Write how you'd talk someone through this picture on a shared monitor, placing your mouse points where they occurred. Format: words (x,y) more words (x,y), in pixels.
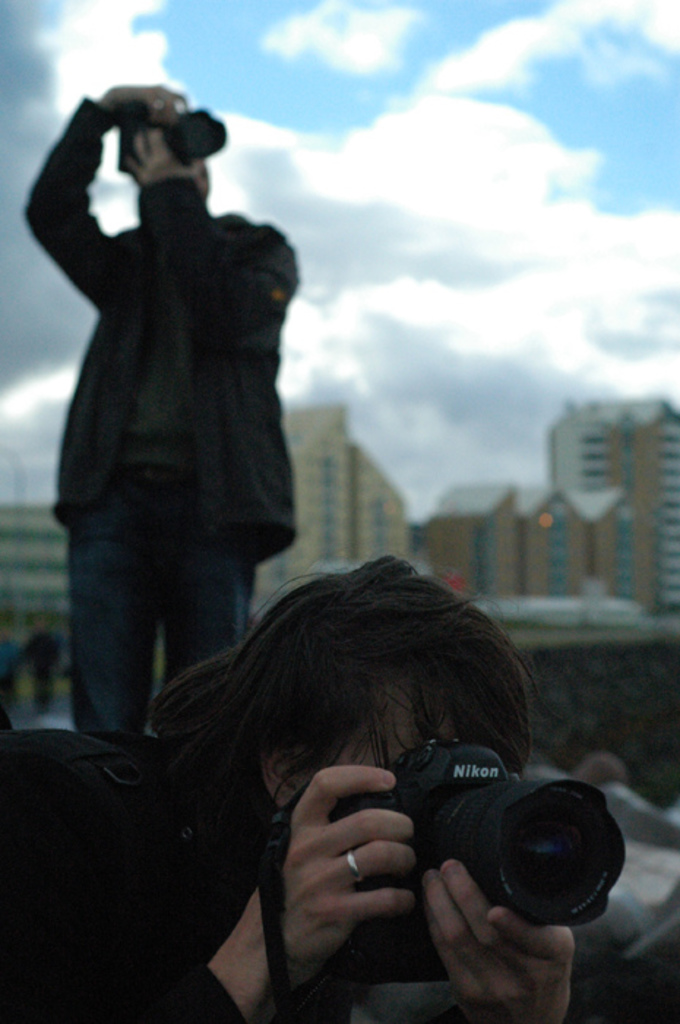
In this image there are two person (327,739) the man (88,251) is standing. And the climate looks cloudy. In the background (492,497) there are tall buildings (505,548). Both the persons (177,649) are capturing the pictures through a cameras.
